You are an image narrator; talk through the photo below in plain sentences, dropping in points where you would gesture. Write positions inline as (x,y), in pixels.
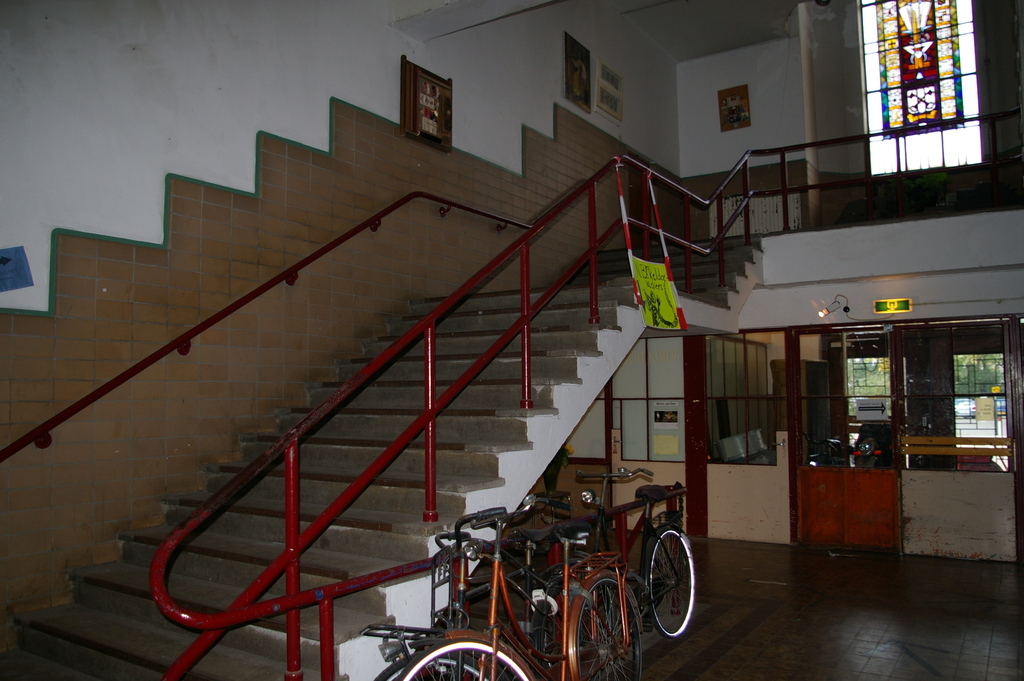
At the bottom of the image (545,588) there are bicycles (464,588). Behind them there are steps (554,407) with railings (529,285). And on the wall (381,192) there are frames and there is a rod (465,205). And also there is a glass wall (927,96) with design (906,91) on it. On the right side of the image (849,420) there are glass walls (739,420) and doors (834,492).
